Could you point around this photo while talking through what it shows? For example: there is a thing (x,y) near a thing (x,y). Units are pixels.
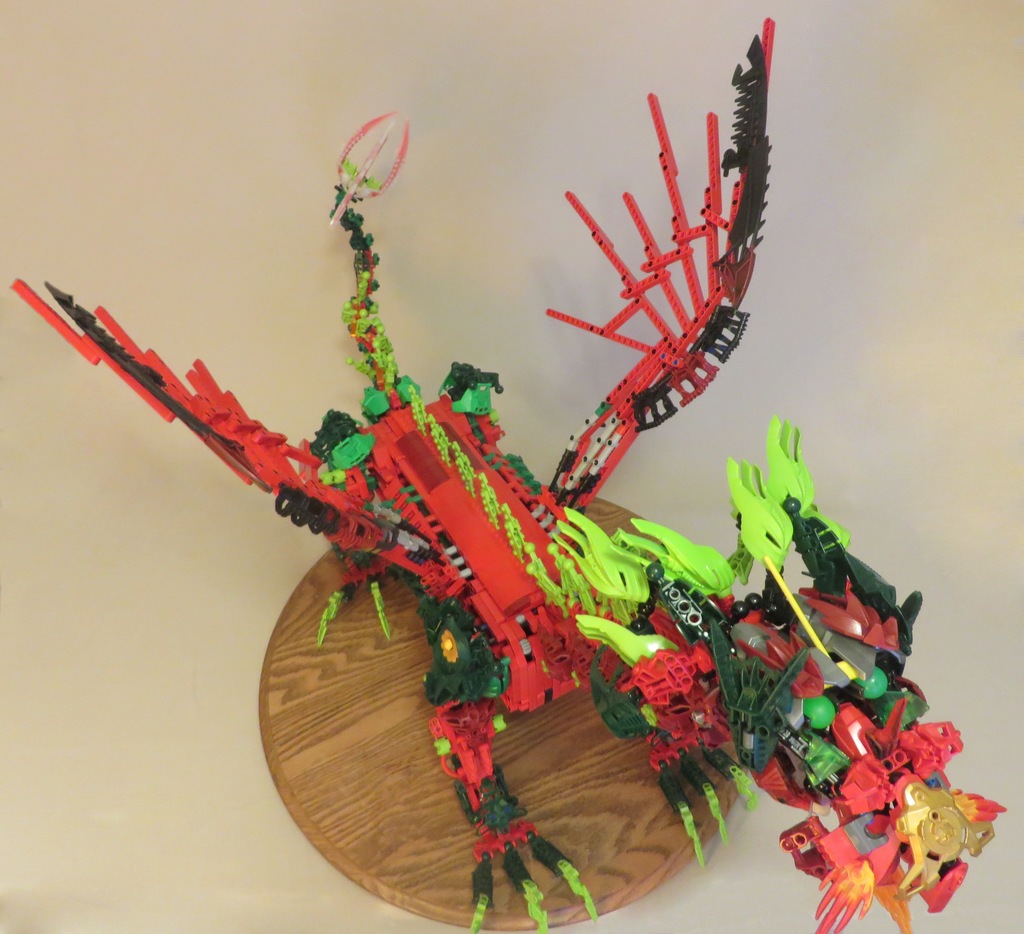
On this wooden platter (389,727) there is a toy (397,552). This wooden platter (345,656) is kept on a white surface (734,839).
